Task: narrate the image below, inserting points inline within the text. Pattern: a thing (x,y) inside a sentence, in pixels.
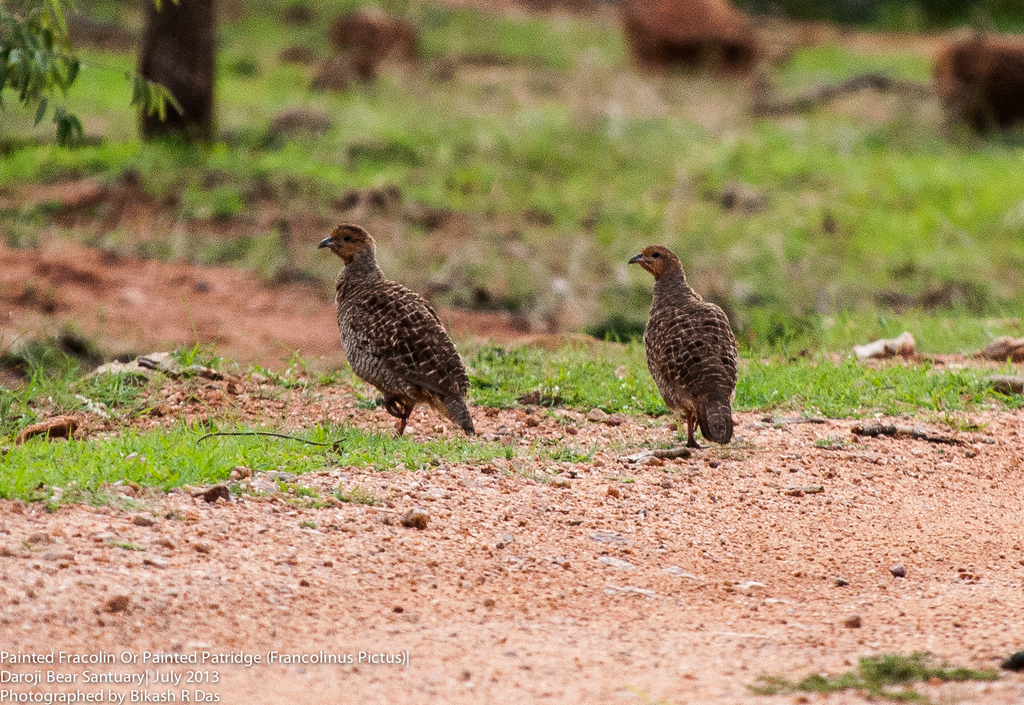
We can see birds (727,389) and we can see grass (212,445). Background (513,170) it is blur and green.
